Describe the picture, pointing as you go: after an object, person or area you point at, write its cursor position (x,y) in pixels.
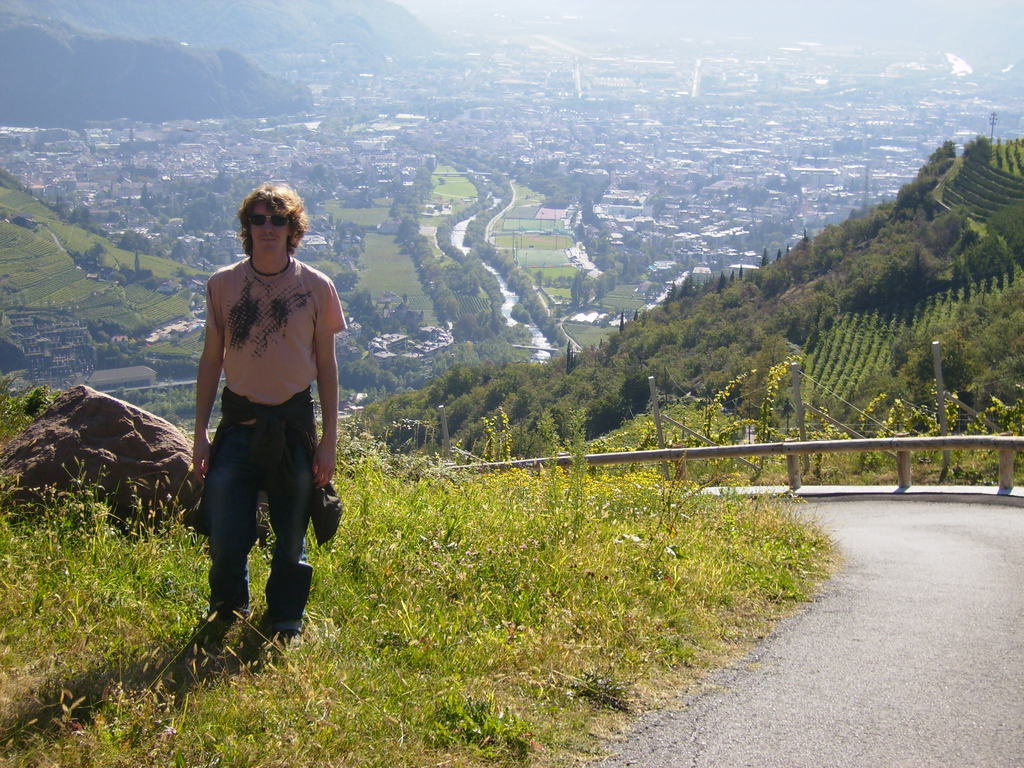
This is an outside view. On the left side (249,445) there is a man (239,409) standing on the ground (264,645) and giving pose for the picture. At the back of him there is a rock (131,469) and there are many plants (550,559). On the right side (921,656) there is a road (933,593). Beside the road (971,533) there is a railing (846,446). In the background (649,136) there are many buildings (615,156), trees (928,230) and hills (173,53).
